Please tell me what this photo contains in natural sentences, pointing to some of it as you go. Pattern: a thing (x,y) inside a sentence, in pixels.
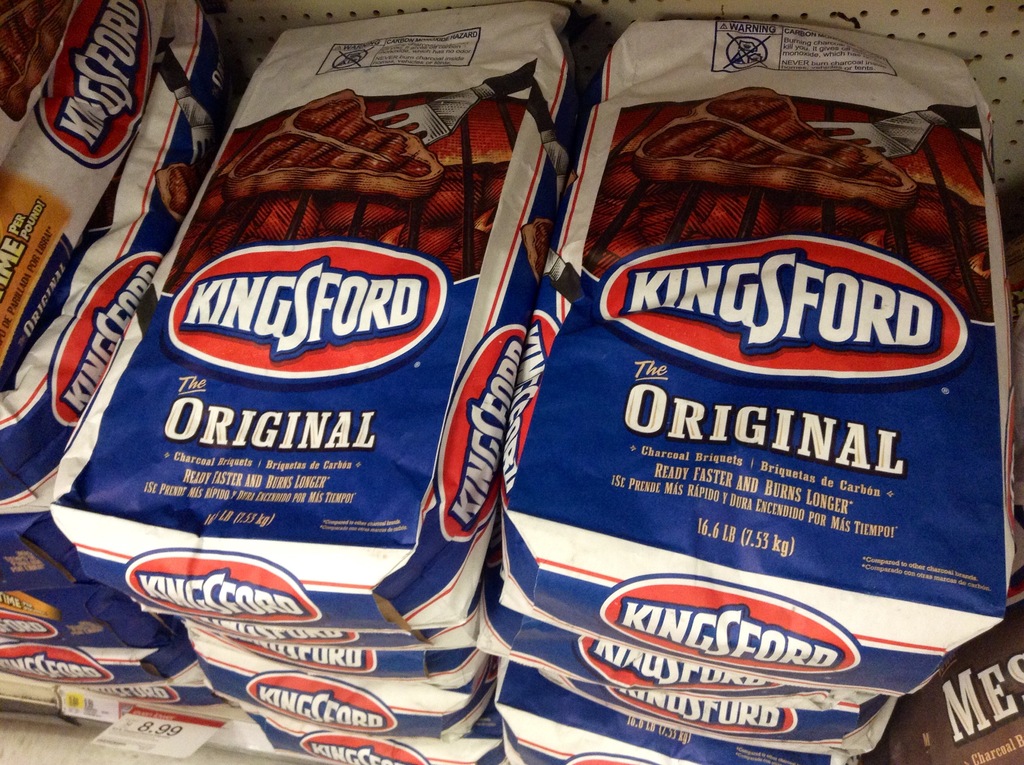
There are packets (796,462) on which ''kingsford'' is written. They are white and blue in color. There is a price tag (122,728) at the bottom (117,728).
